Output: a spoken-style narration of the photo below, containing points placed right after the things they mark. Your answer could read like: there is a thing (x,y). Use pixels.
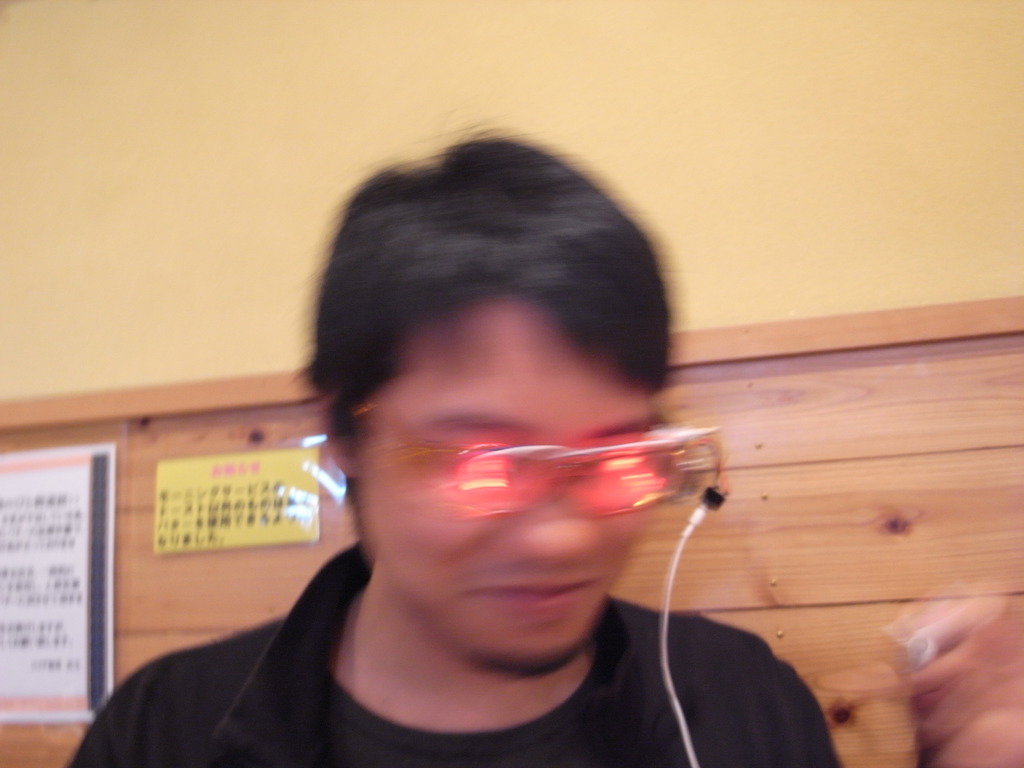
In the background (729,135) we can the wall (864,257), notice board (206,538) and posters (281,506). In this picture we can see a person (660,349) wearing goggles (621,480). On the right side of the picture (990,710) it's blurry.
